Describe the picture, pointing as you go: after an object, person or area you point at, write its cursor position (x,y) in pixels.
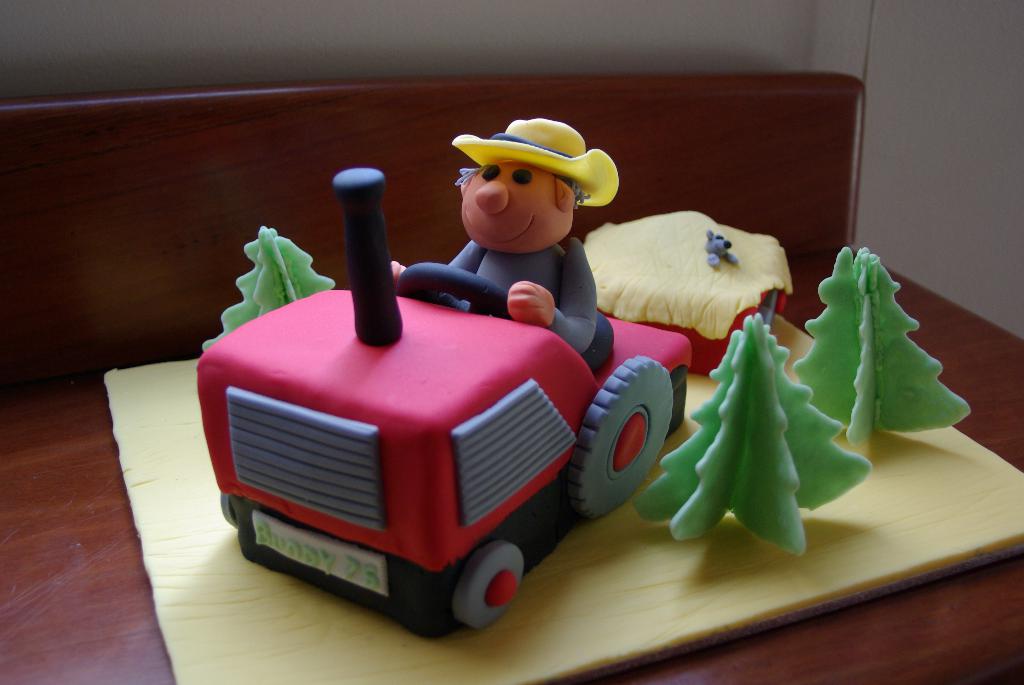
In this image I see the brown color surface (38,580) on which there are things (386,374) made with clay (637,384) in which I see a vehicle (408,413) on which there is a man (540,249) sitting on it and I see 3 trees (741,339) and I see a thing (724,280) over here.
